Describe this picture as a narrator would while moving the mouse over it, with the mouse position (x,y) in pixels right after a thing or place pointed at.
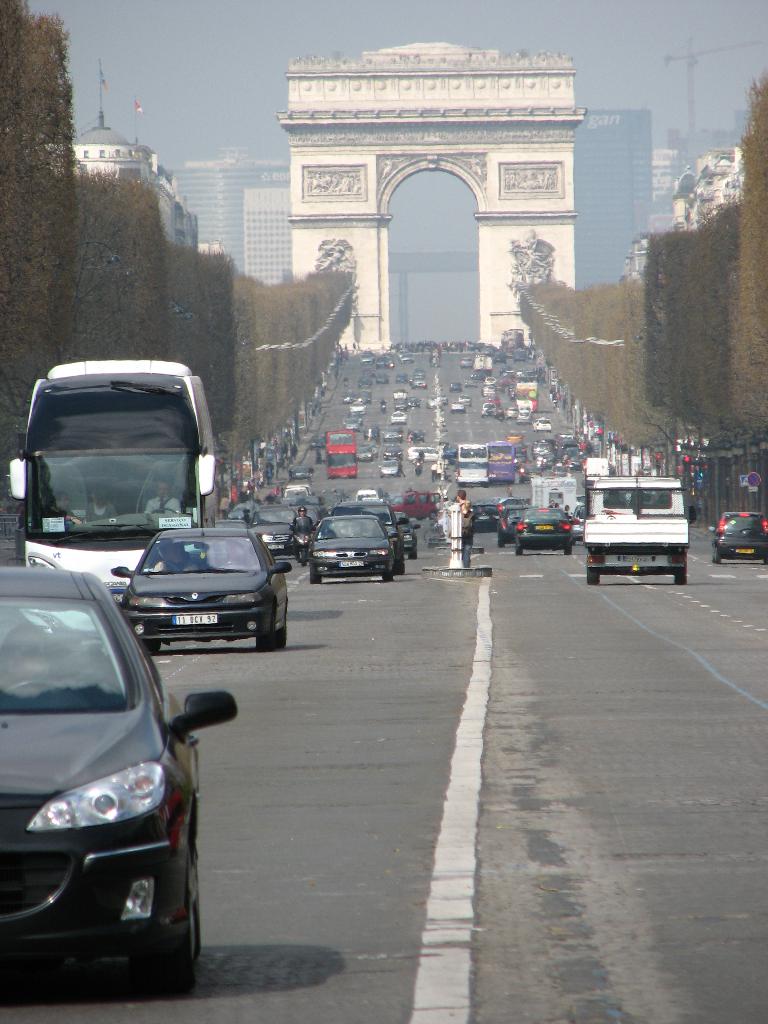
In the center of the image (381,347) we can see an arch (365,301). At the bottom (75,792) there are vehicles (512,535) on the road (555,566) and we can see people (469,499). In the background (428,271) there are buildings (178,236) and sky (542,1). There are trees (69,238).
